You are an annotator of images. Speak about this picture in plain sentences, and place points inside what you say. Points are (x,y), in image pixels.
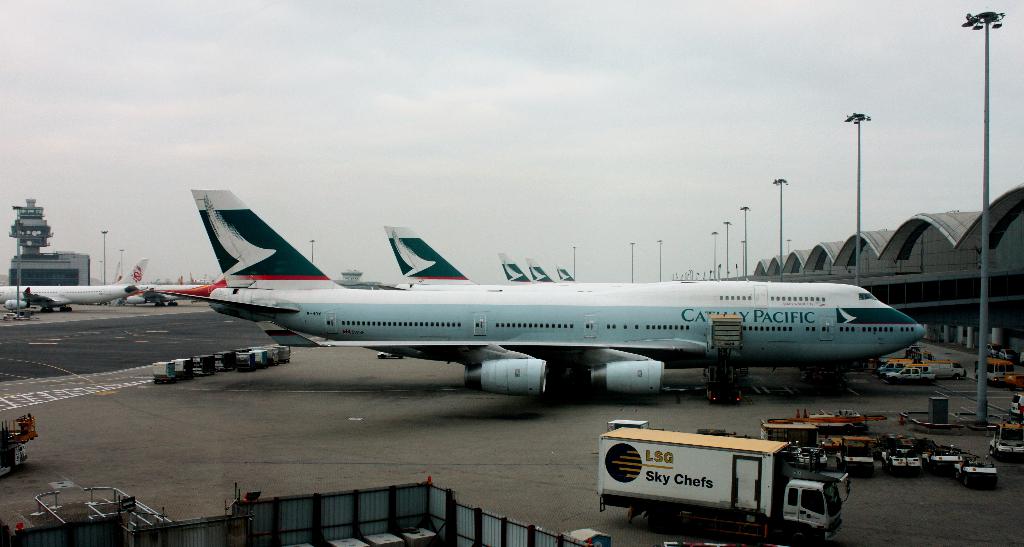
This is the picture of an airport (80,313). In this image there are aircrafts (32,297) and there are vehicles (634,440). On the right side of the image (999,320) there is a building (967,294) and there are street lights (715,237). On the left side of the image (40,242) there is a building (61,264) and there are street lights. At the top (538,60) there is sky (608,73) and there are clouds (458,91). At the bottom (262,422) there is a road (222,419).
